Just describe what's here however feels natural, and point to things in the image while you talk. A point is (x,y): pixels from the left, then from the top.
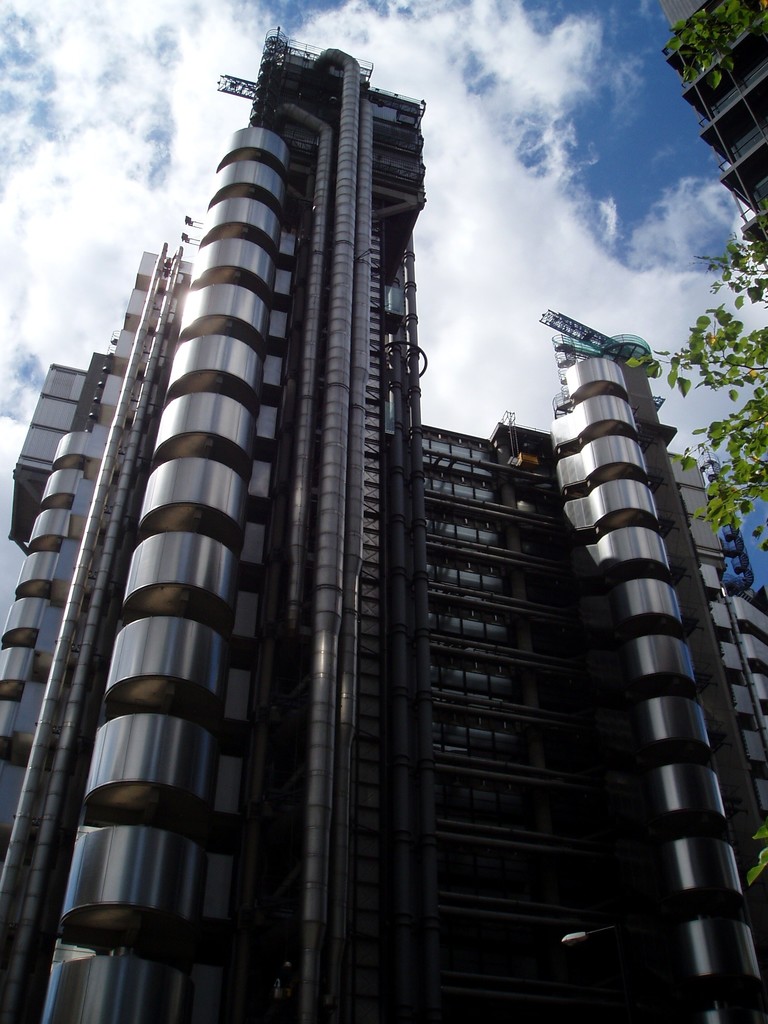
In this image, we can see buildings (399,475) and trees (711,354). At the top (380,22), there is sky (595,114).
